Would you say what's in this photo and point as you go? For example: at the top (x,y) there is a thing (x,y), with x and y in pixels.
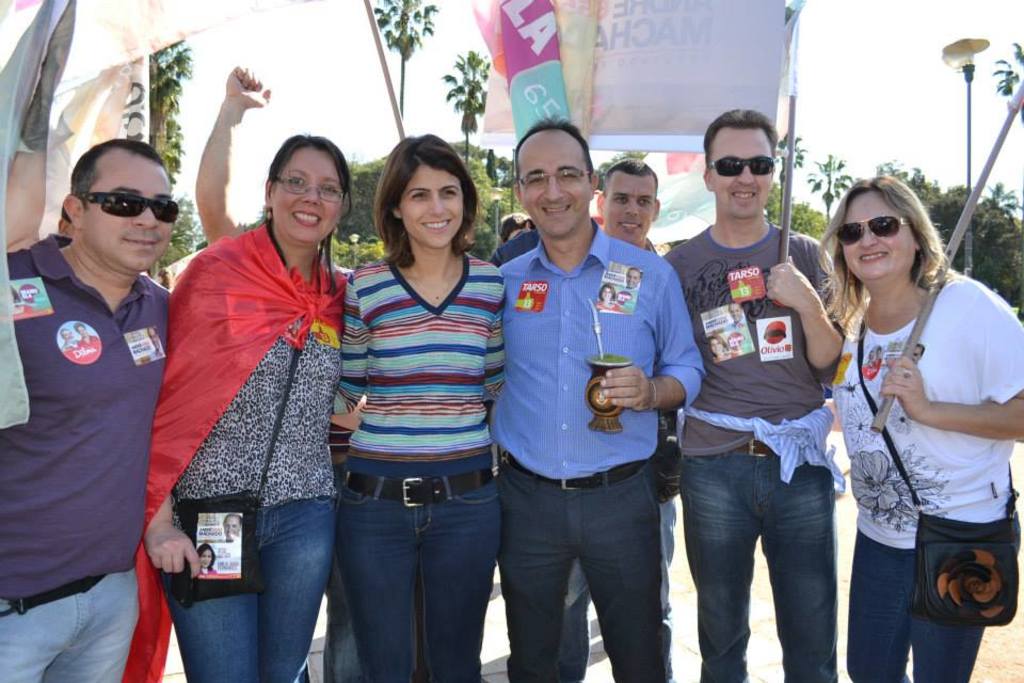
In this image there are group of people (674,355) standing and smiling, and there are banners (726,74), trees (400,30), and in the background (805,111) there is sky (933,50).
